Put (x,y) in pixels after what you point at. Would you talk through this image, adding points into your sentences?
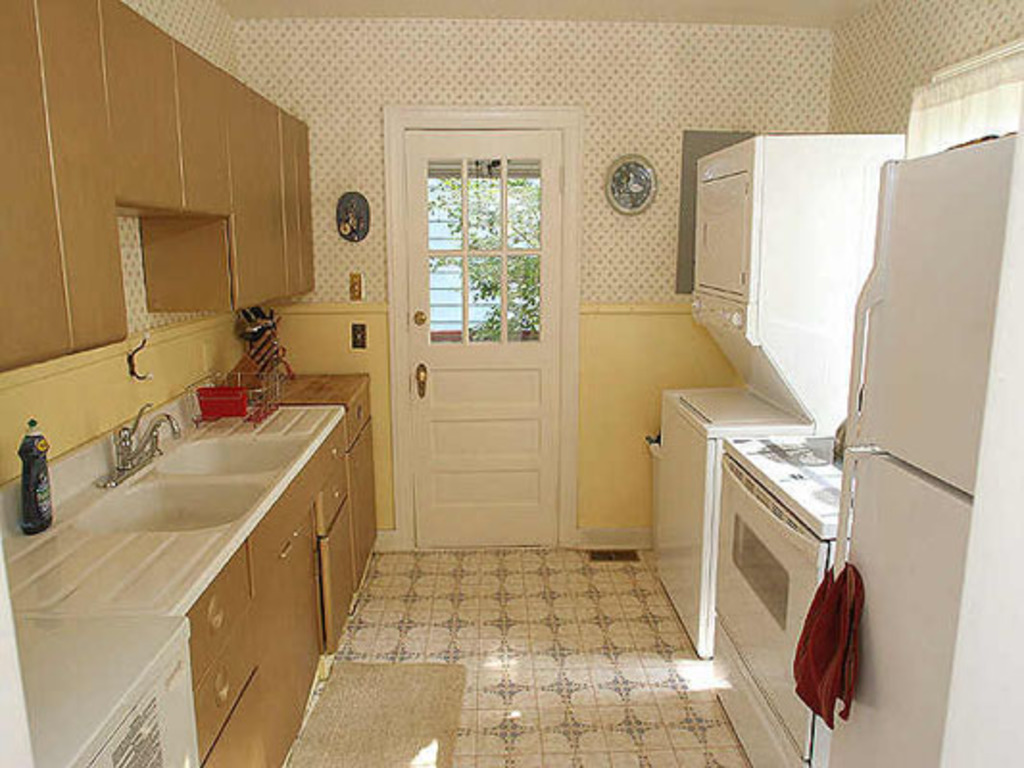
In this picture I can see the kitchen platform (371,485). On the left (174,438) I can see the wash basin (222,451), water taps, knives holder (265,373) and other objects (265,389). In the top left (165,170) I can see the cupboards (132,187). In the center (532,378) there is a door (541,359), beside that I can see the wall clock (634,172). On the right (831,332) I can see the washing machine (833,300), fridge (936,397) and other objects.
